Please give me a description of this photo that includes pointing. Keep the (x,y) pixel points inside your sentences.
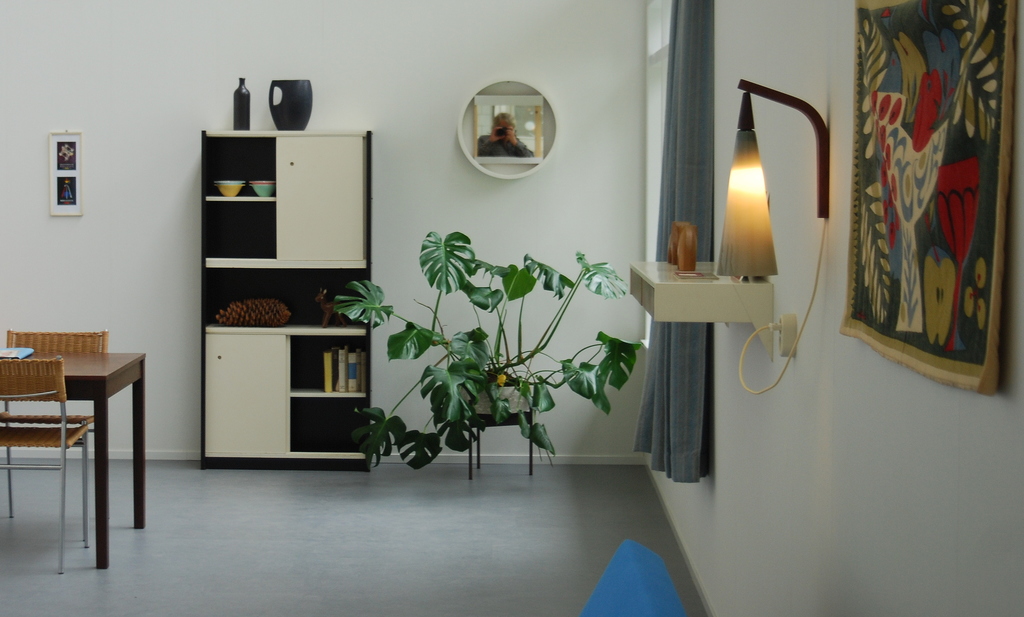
In this image, we can see a table (142,381) and chair (25,429). There is a plant (484,386) and cupboard (307,340) in the middle of the image (475,376). There is a mirror (535,146) on the wall (549,167). There is a curtain (695,113) at the top of the image (677,51). There is a designed cloth (929,205) and light (765,190) on the right side of the image (919,292).
